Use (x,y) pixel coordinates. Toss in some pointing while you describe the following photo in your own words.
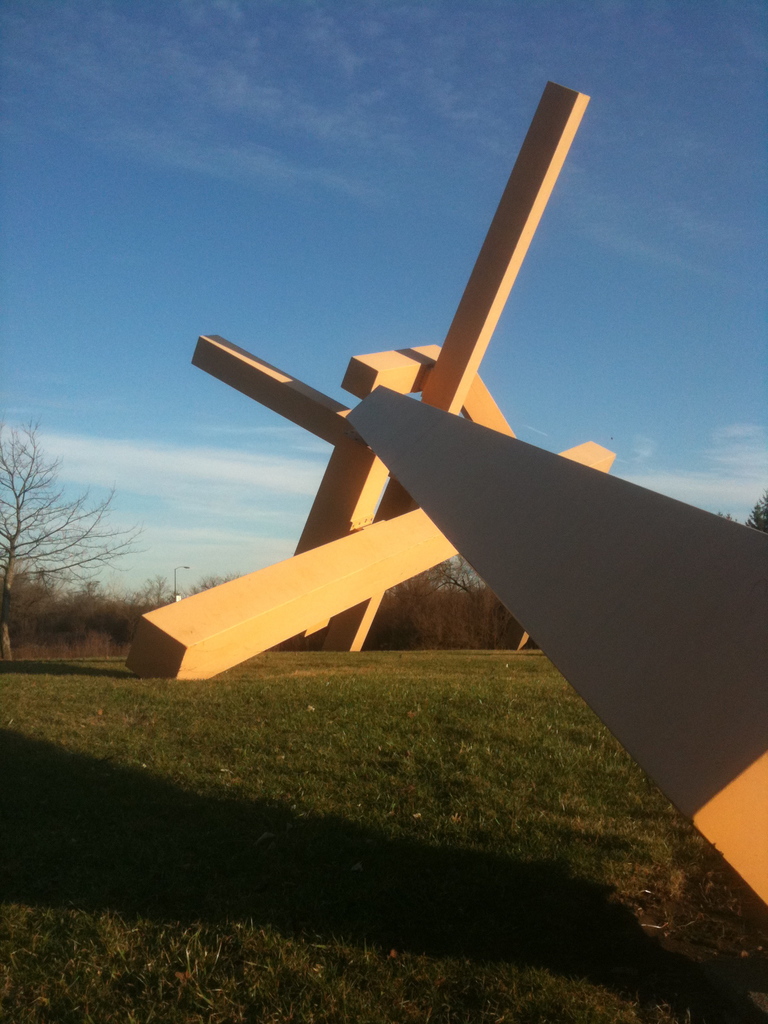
As we can see in the image there is grass (347,879), trees (22,542) and sky (204,212).
